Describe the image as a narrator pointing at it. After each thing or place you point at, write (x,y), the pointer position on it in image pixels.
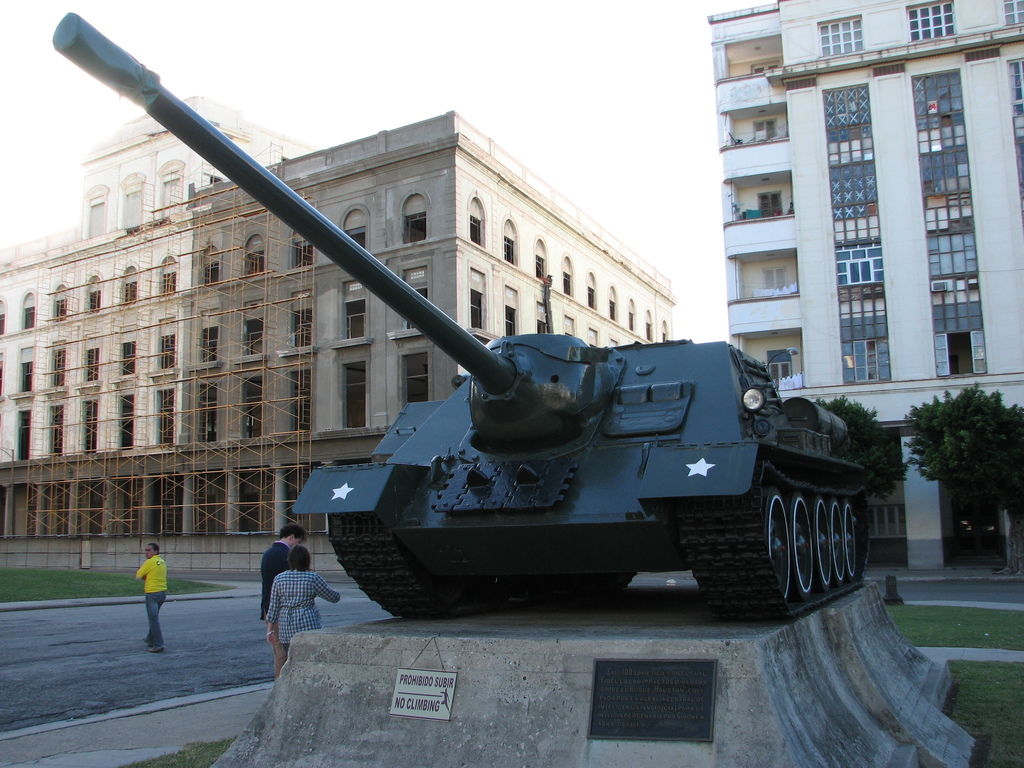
In the picture we can see an army tanker (741,543) with a pipe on the stone surface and beside it, we can see the road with three people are standing and in the background (216,366) we can see two buildings (368,437) with windows (962,119) and the sky (42,59).
